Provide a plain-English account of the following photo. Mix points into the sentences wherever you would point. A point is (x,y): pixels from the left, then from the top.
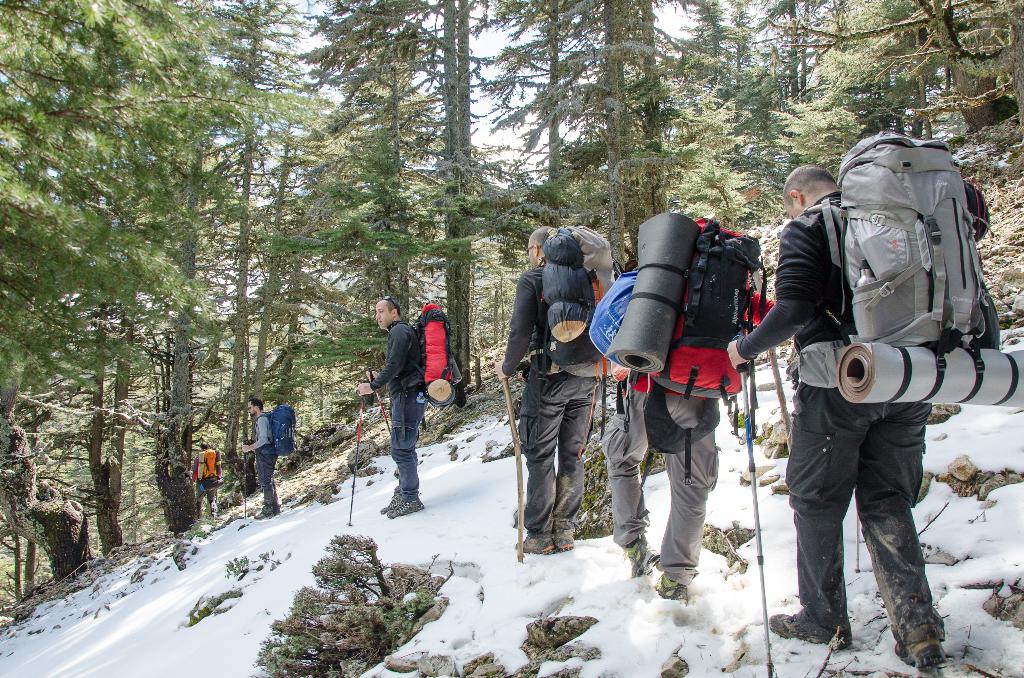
In this image, we can see few peoples (678,528) are walking on the snow (511,539). They are holding a sticks (353,481). And they wear backpacks (578,306) too. We can found some trees (368,184) and plants (322,599).
